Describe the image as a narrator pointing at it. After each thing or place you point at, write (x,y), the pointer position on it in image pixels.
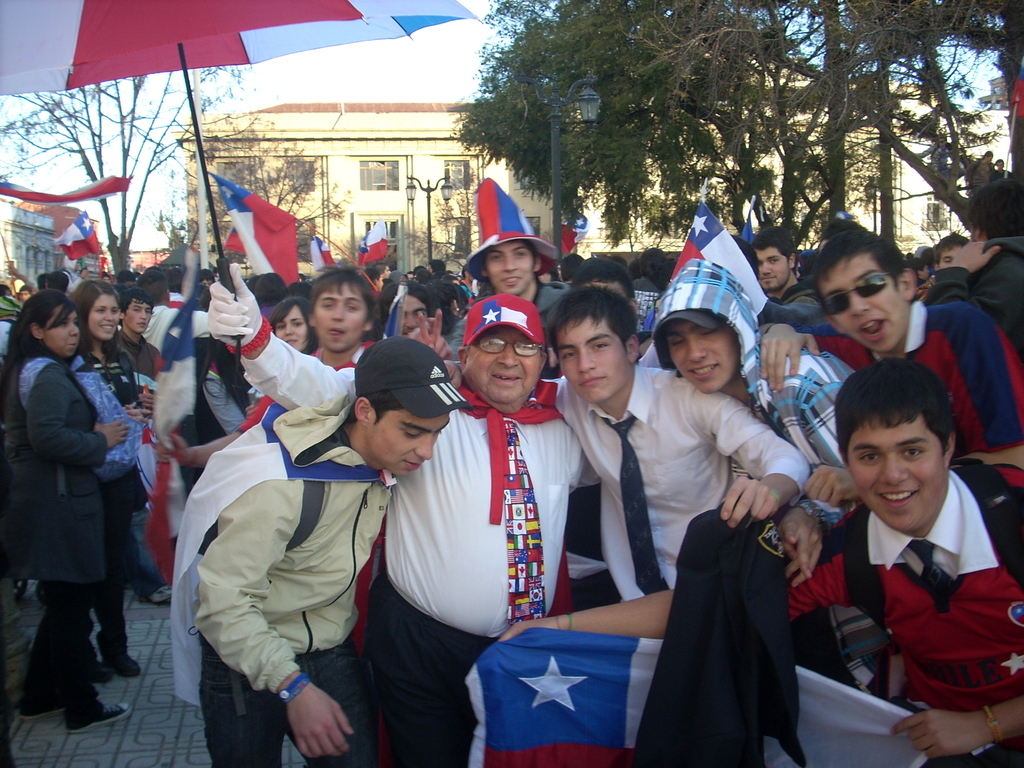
Here in this picture we can see group of children (584,401) and men (440,437) and women (71,381) standing on the ground (189,751) over there and we can see most of them are wearing caps (443,403) and hats (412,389) on them and some are holding flags (324,265) in their hands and the old person (516,546) in the middle (494,488) is holding an umbrella (218,277) in his hand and behind them buildings (437,180) present here and there and we can see trees (837,145) and plants (835,207) present here and there and we can see light posts (432,187) also present here and there.
